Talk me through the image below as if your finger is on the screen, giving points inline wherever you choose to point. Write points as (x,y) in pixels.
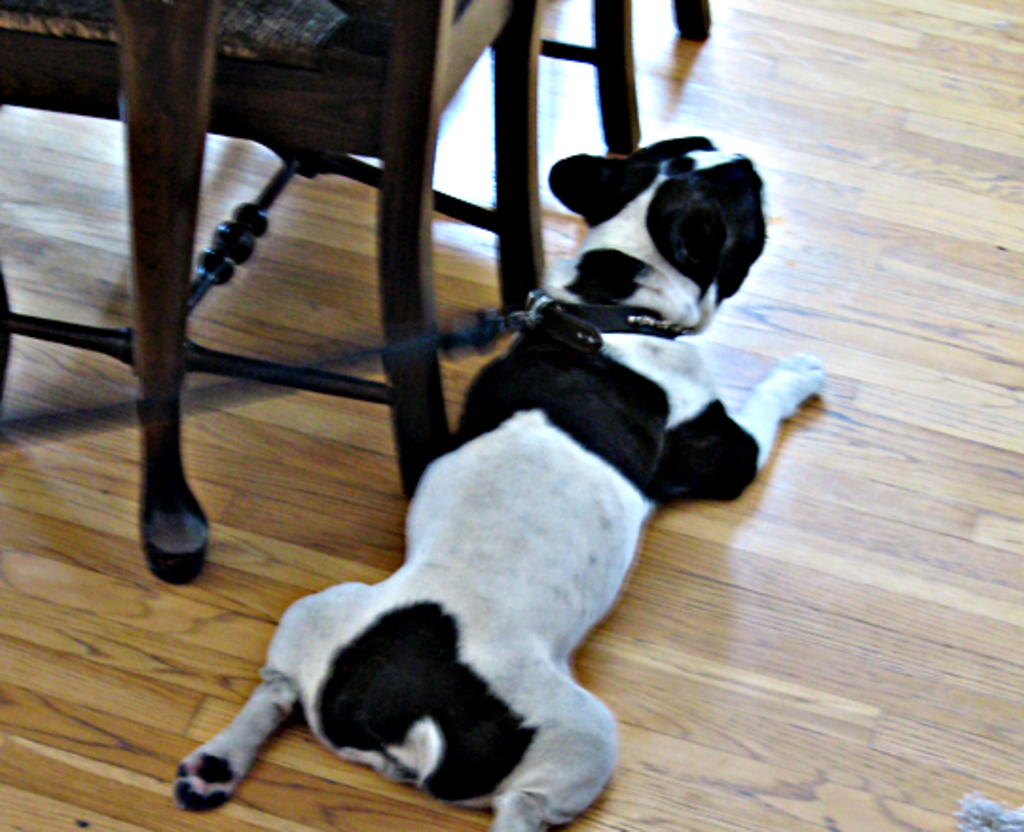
A dog (616,242) which is tied is lying beside a chair (363,105) and table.
